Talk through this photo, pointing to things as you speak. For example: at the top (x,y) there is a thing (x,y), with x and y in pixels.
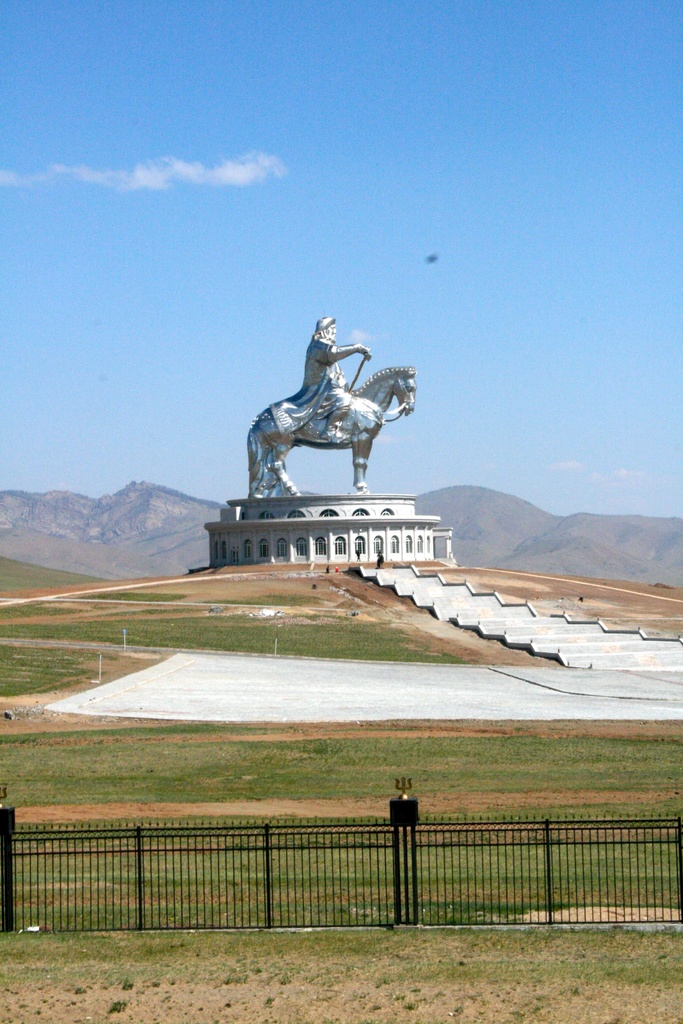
Here we can see a sculpture (274,466). This is grass (332,766) and there is a fence (446,869). In the background (34,445) we can see mountain (509,506) and sky (336,282).
